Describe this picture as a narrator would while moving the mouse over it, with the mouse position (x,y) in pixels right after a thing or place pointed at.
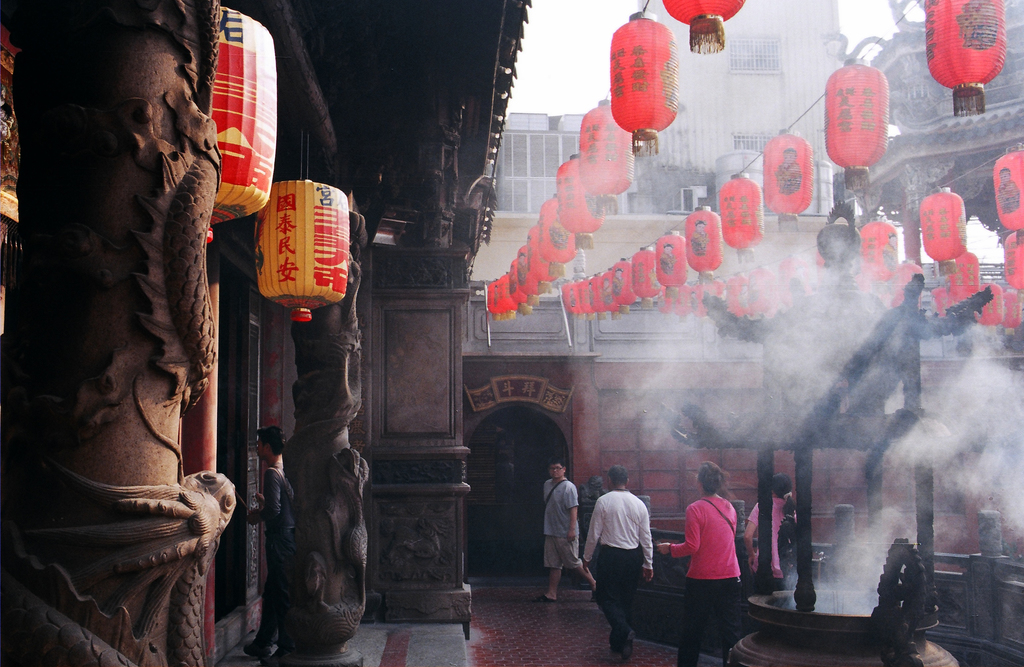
In this picture I can see few buildings (166,260) in front (82,82) and I can see number of Chinese lanterns (633,50) and on the bottom side of this picture (588,559), I can see few people (634,517) on the path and I can see the smoke (808,344).
